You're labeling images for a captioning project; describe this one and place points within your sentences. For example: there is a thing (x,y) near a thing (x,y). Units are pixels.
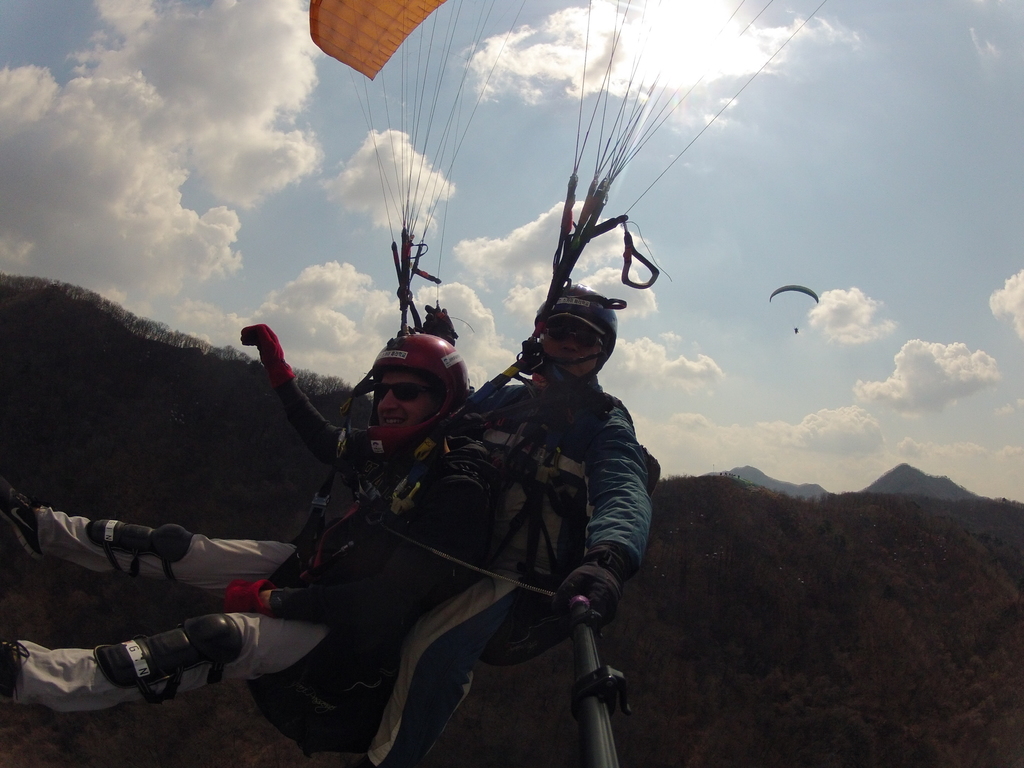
In this image, we can see the paragliding of a few people (533,397). Among them, we can see a person (595,590) holding an object (589,631). We can see the hills (1015,503) and the sky (934,45) with clouds (977,391).
